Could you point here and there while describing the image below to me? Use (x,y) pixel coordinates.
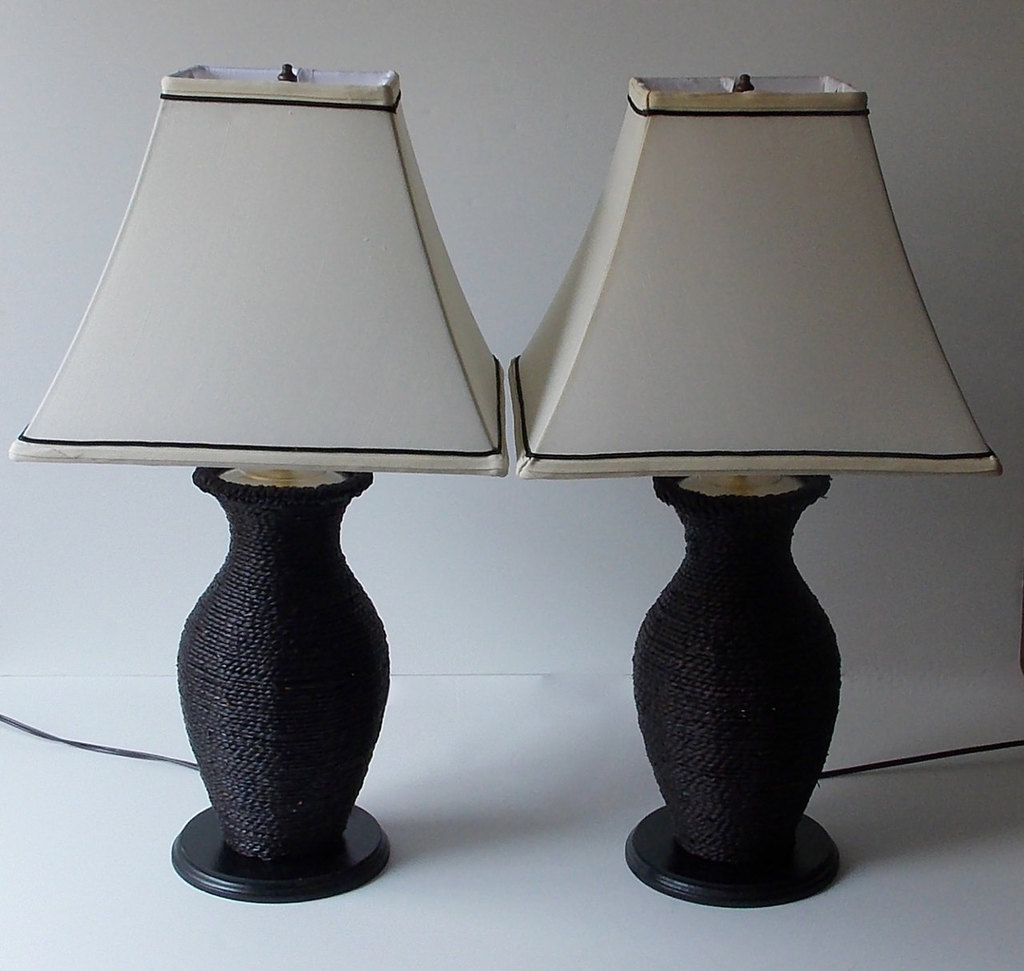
In this image I can see two lamps (826,452), they are in white and brown color on the white color surface (465,815).
